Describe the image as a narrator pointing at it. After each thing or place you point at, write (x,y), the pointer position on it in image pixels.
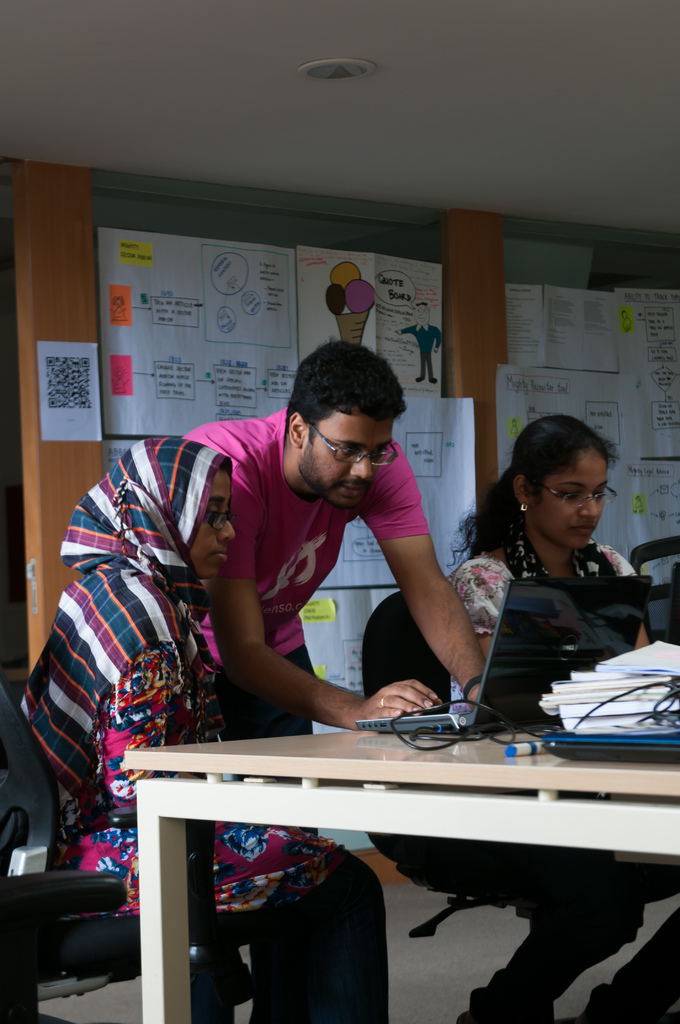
In this image we can see three person (366,483). The woman (132,668) is sitting on the chair (45,781). On the table (446,776) there is a laptop (526,629), marker (507,750) and a book (592,689). At backside there are charts (205,328) on the glass (188,202).
